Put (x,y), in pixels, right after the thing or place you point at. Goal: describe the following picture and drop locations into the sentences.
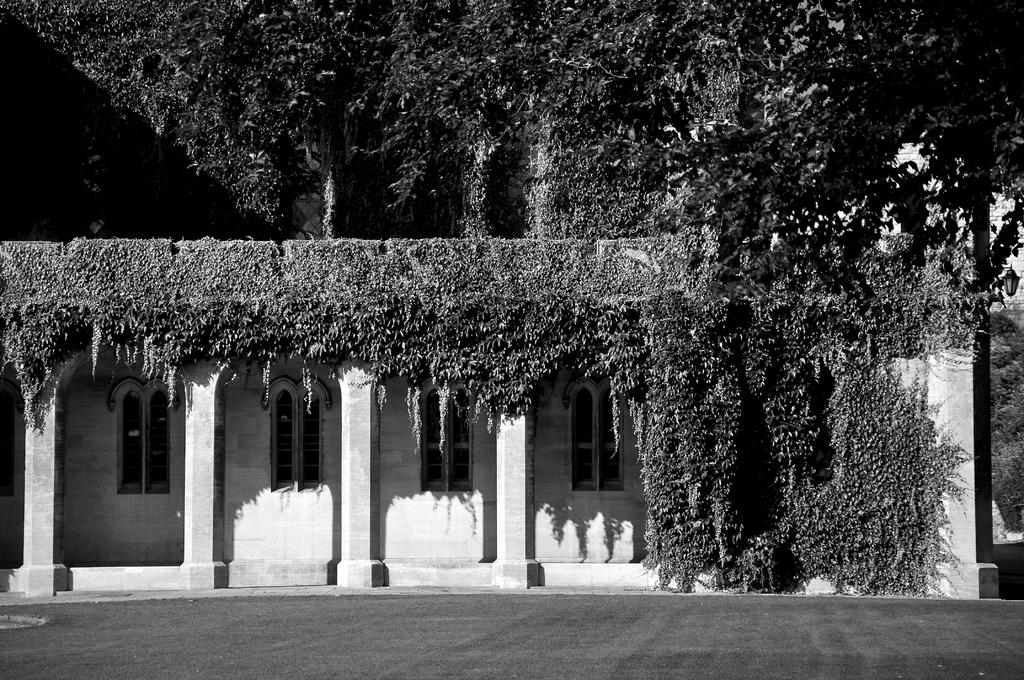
In this image, we can see the walls (316,491), windows (165,484), pillars (982,417), plants (640,323). At the bottom (497,650), we can see grass (628,653). Background (975,224) there are so many trees (1022,154) we can see.
